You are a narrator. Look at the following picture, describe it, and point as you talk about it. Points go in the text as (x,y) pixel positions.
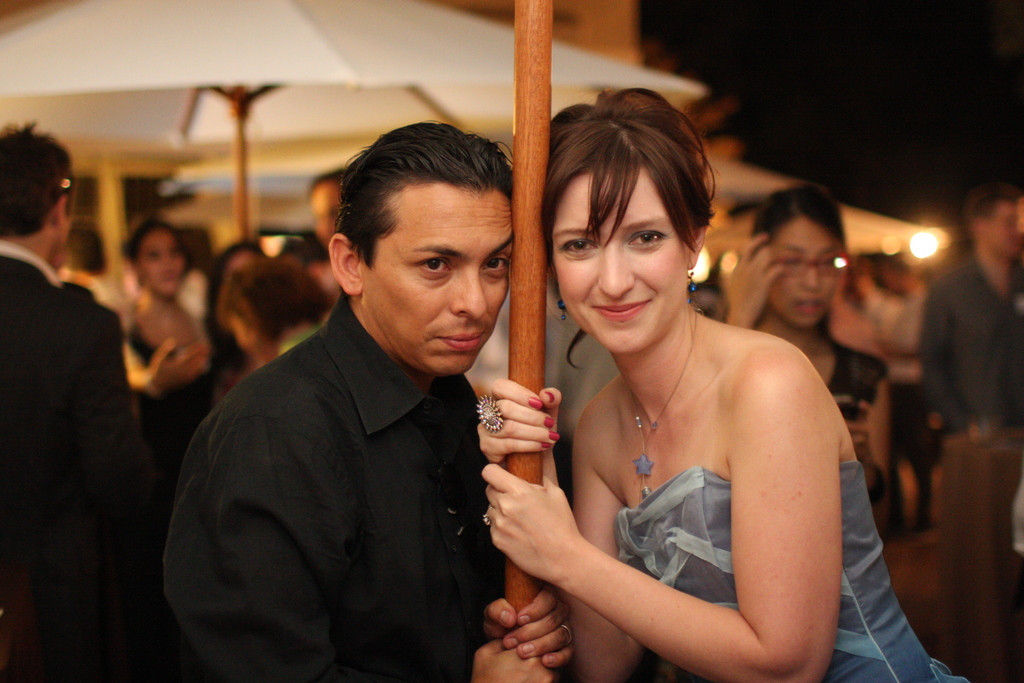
In this picture I can see a man (540,623) and a woman (598,308) standing and holding a wooden stick (534,466), and in the background (1016,514) there are group of people (16,311) standing, there are umbrellas (135,44) with wooden sticks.
